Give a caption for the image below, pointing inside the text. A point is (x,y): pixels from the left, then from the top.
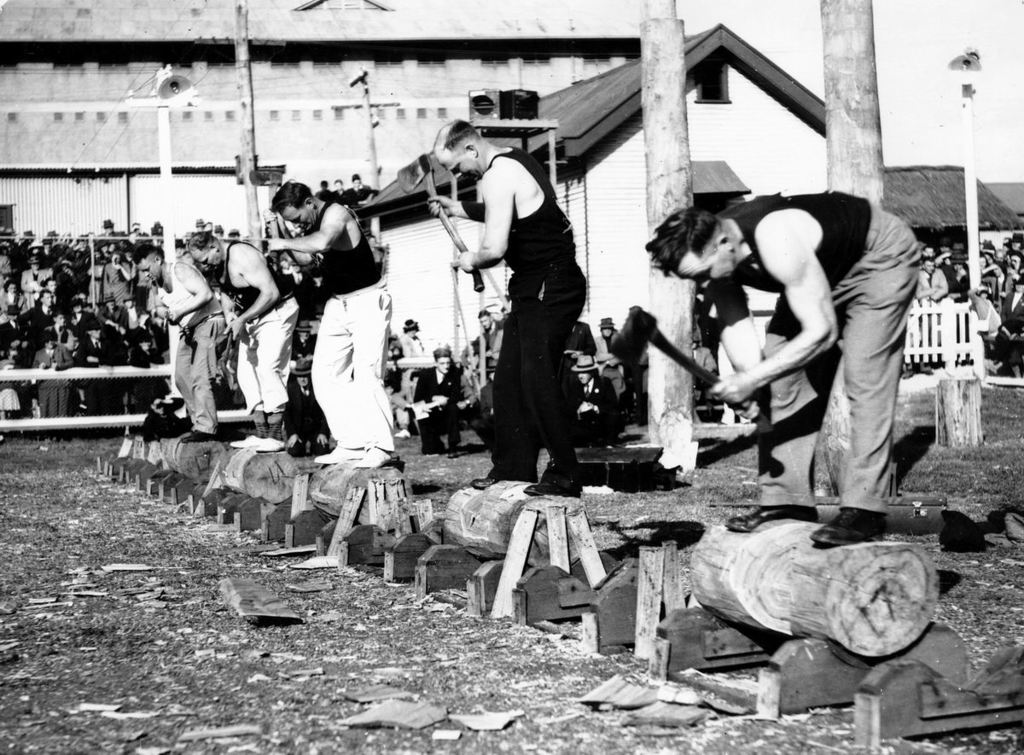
In this image we can see five men (875,471) standing on the small wooden log (870,560) and they are holding the axes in their hands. Here we can see the broken wooden pieces (615,698) on the ground (494,661). Here we can see the trunk (653,35) of trees (662,56) on the right side (855,148). In the background (750,148), we can see the spectators (993,311) and houses (748,145).
